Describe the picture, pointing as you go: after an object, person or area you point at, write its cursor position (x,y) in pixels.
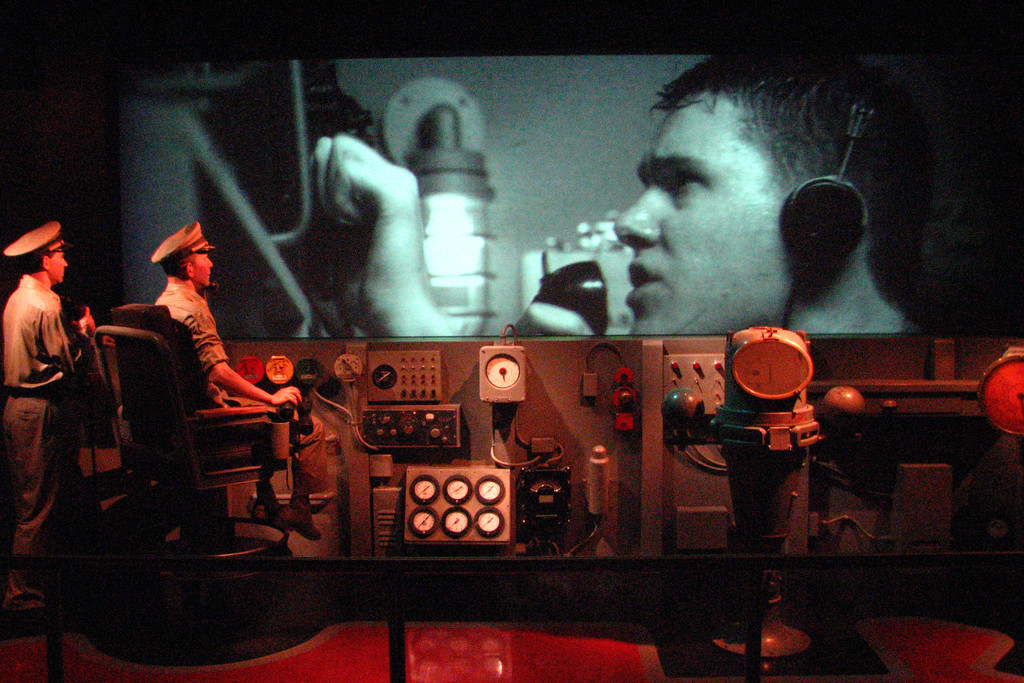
In the foreground of this picture (24,443), there are two men (37,436), one is sitting and another is standing and we can also see few equipment (487,481). On the bottom side of the image (262,559), there is a railing (754,591). In the background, there is a screen (545,220).
